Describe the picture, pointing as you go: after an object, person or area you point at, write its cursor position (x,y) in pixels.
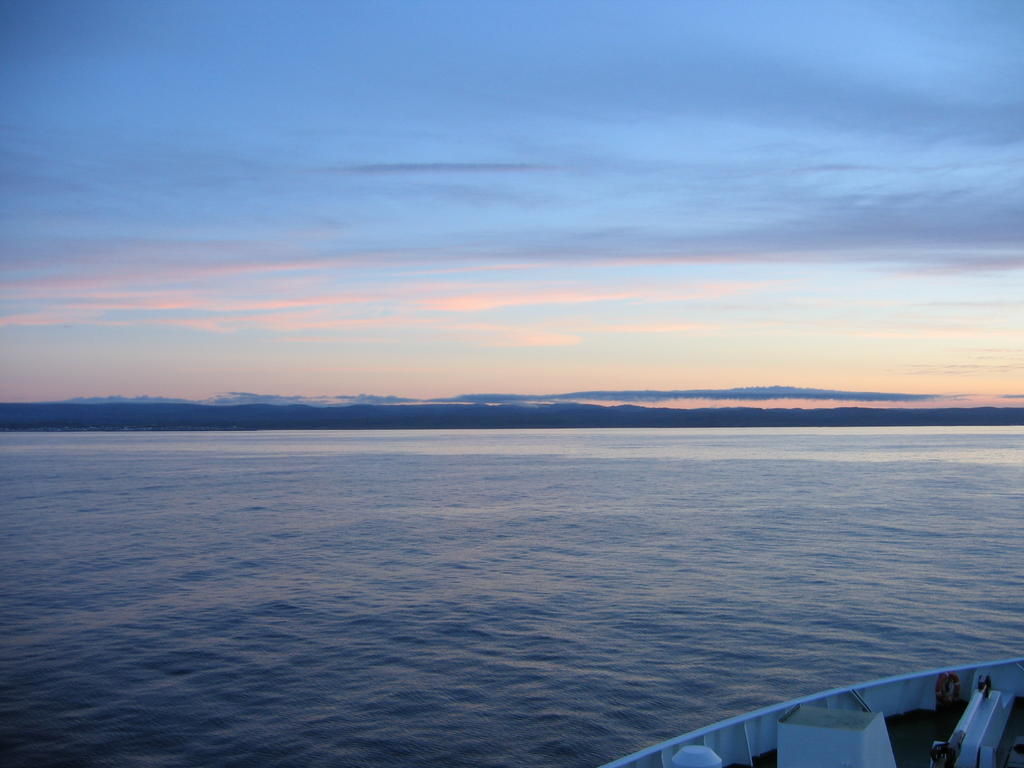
In this picture we can see water (683,628) and an object (889,760). In the background (535,40) there is sky (647,228).
